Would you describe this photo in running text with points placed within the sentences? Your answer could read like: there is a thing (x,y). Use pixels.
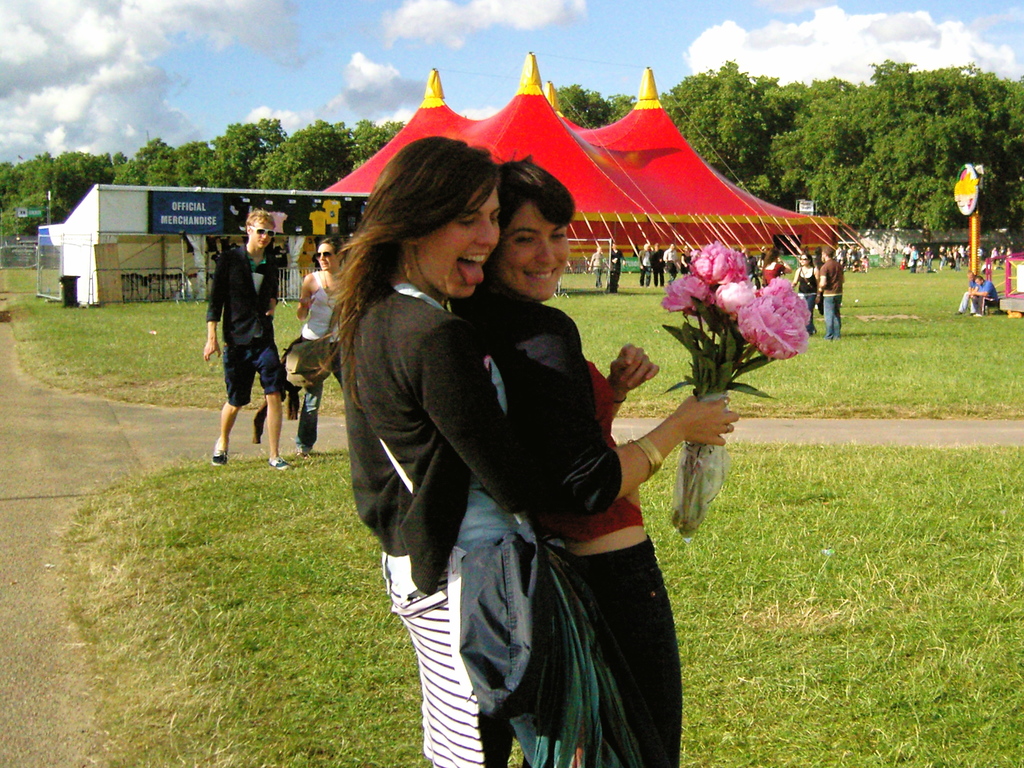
In this image I can see few people (555,231) standing. In front (605,383) the person (575,432) is holding few flowers (775,302) and the flowers (766,297) are in pink color. In the background (670,141) I can see few tents (554,141) in red color, trees (758,191) in green color, few boards (959,210) and the sky (404,50) is in white and blue color.
